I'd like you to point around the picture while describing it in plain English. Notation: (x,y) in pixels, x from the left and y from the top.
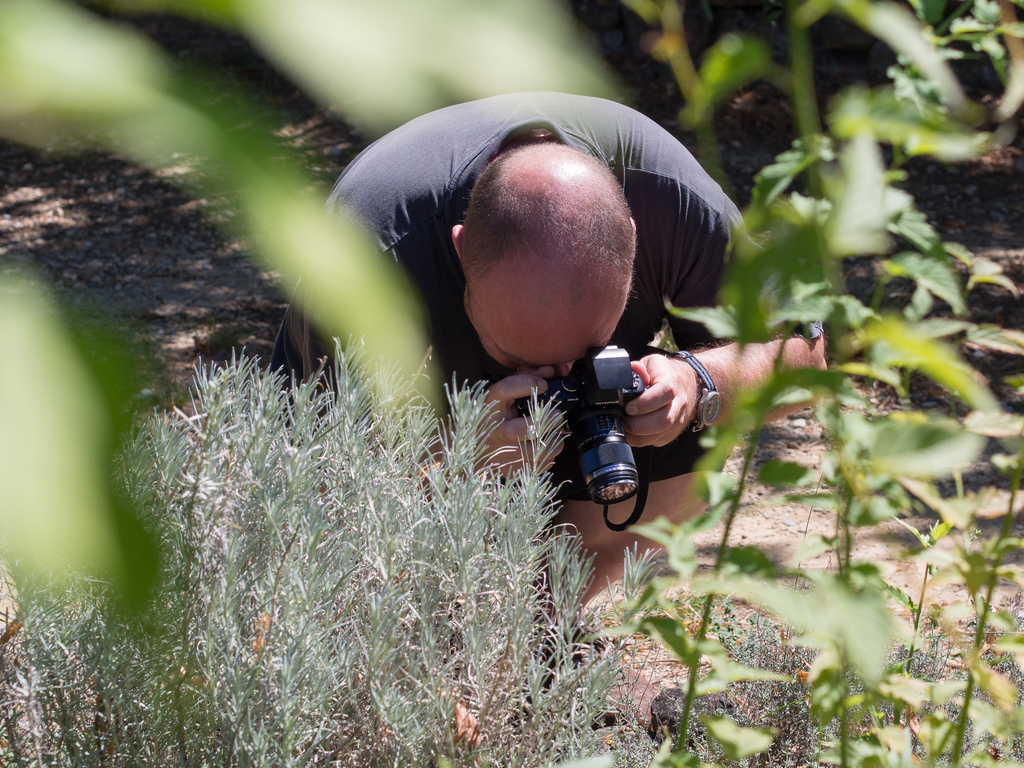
A man (399,131) with black t-shirt (443,149) holding a camera (587,429) in his hand (543,383). He is taking a picture. He is sitting on the ground (670,567). In front of him there are plants (336,646).
